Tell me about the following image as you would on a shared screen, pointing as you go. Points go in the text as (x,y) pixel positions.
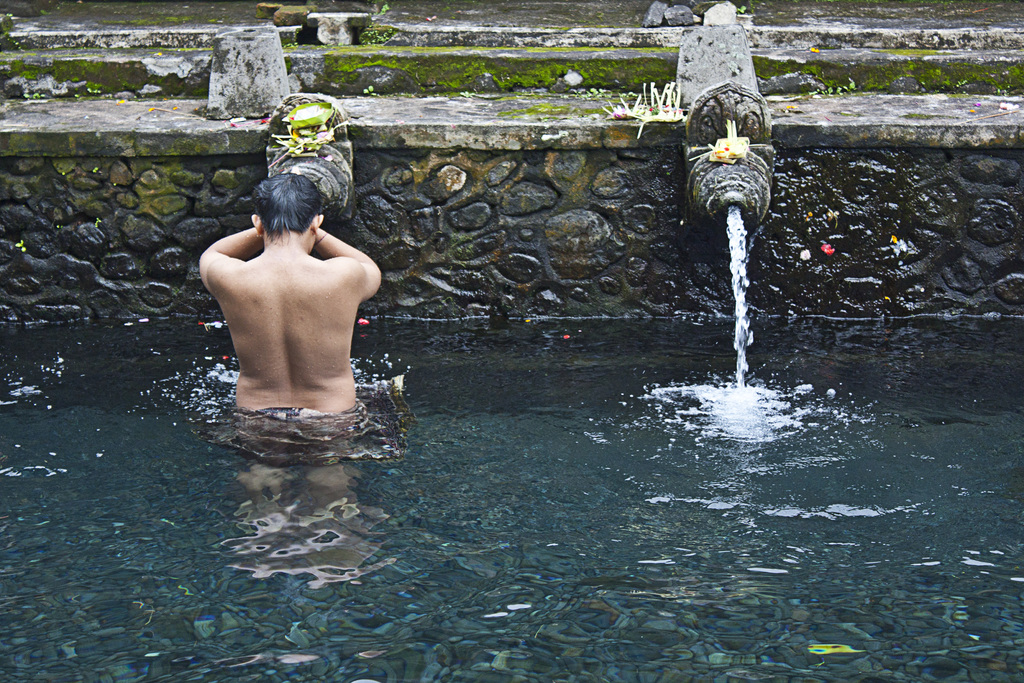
At the bottom of the image (961,663) there is water (157,422), in the water (379,376) a person (365,272) is standing. Behind him there is a stone wall (1005,223).
